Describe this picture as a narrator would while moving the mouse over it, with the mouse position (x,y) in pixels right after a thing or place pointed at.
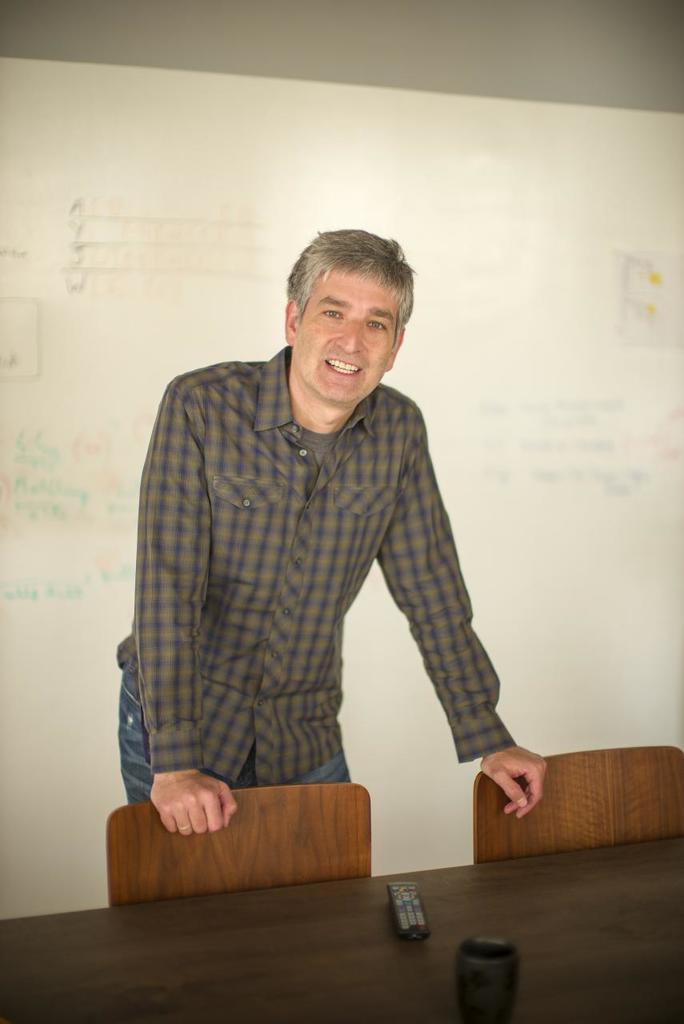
The person (310,518) wearing a grey shirt (279,545) is standing and placing his two hands (507,763) on two chairs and there is a table (524,982) in front of him, The table (412,951) consists of a remote (412,924) and a mug (479,979) and there is also a wall (58,374) in background (101,312) with something written on it.
